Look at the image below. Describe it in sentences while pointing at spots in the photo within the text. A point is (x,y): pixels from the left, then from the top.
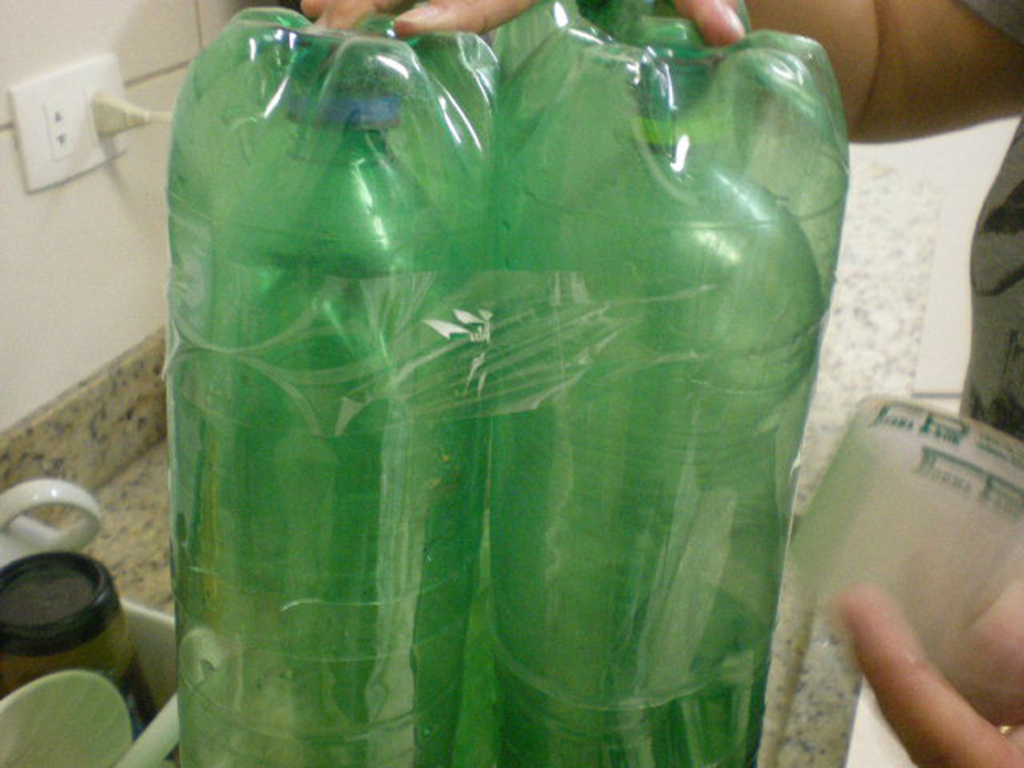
This image consists of bottles (623,338) which are tied together with the plastic (729,306). A person (859,23) who is on the right side (989,280) is holding that bottles (368,348). There is a socket (83,134) in the top left corner (26,114) and there are dishes (38,667) in the bottom left corner (52,645).
